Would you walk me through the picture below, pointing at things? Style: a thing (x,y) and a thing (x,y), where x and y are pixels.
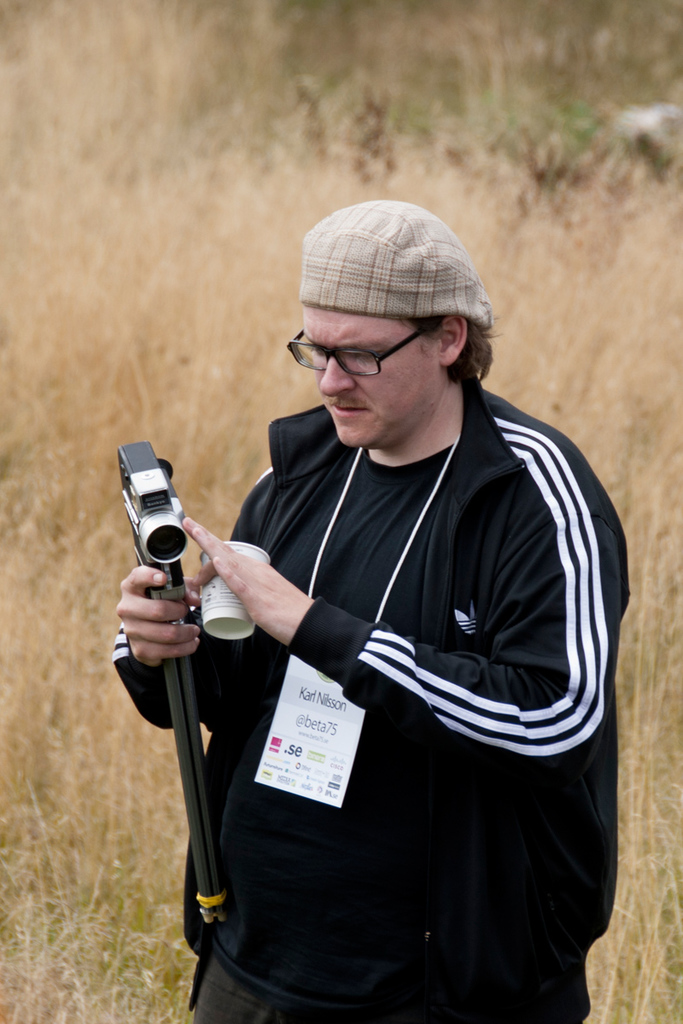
This picture shows a man (552,526) standing and holding a handycam (158,491) in his hand (156,614) and he hold the cup (206,583) in other hand (217,576).
